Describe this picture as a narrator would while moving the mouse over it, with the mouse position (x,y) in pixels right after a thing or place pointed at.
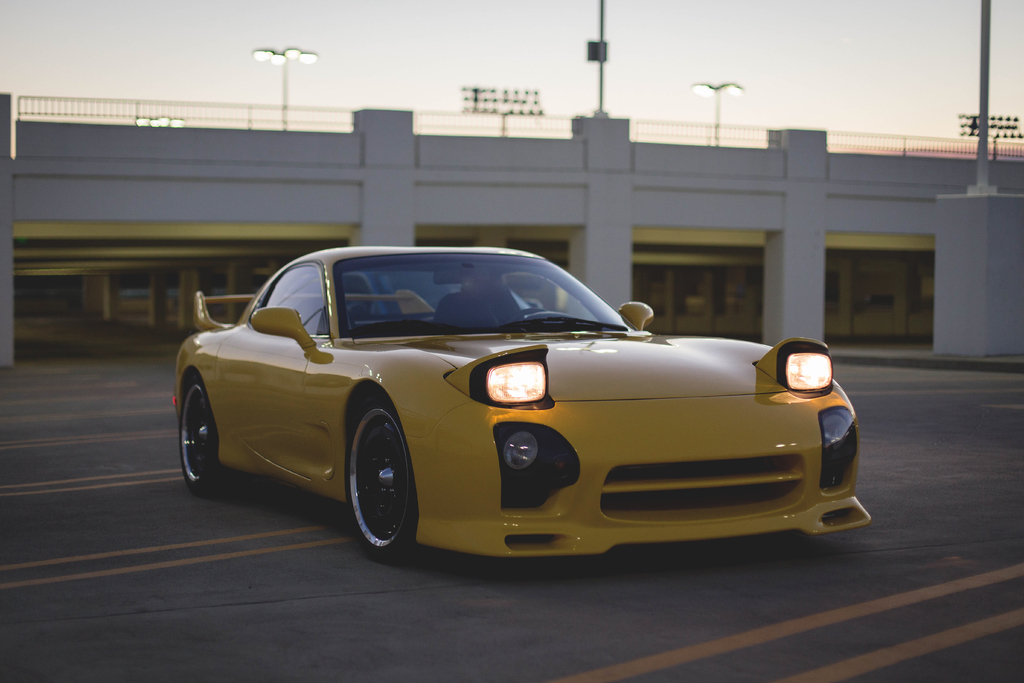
In this picture we can see a car (800,516) on the road (175,438), pillars (785,279), fence (129,107), lights (483,99), poles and in the background (68,41) we can see the sky (502,28).
